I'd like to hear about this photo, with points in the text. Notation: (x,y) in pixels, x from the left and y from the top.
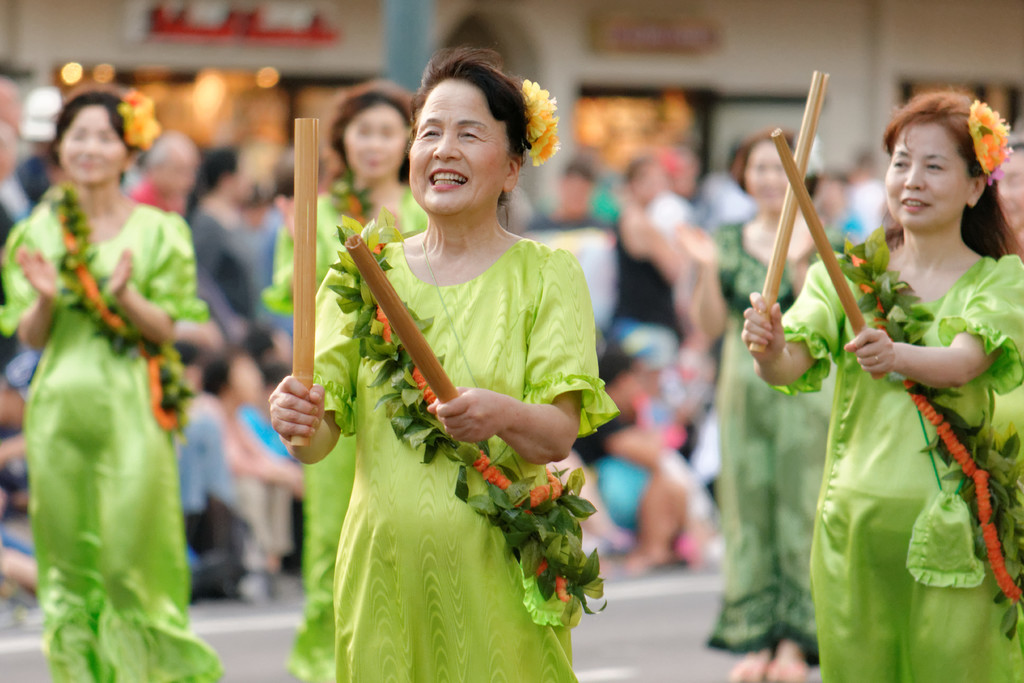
In this image I can see number of persons (520,394) wearing green colored dresses (511,378) are standing and holding sticks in their hands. I can see the blurry background (368,215) in which I can see number of persons (263,344) and a building (294,61).
